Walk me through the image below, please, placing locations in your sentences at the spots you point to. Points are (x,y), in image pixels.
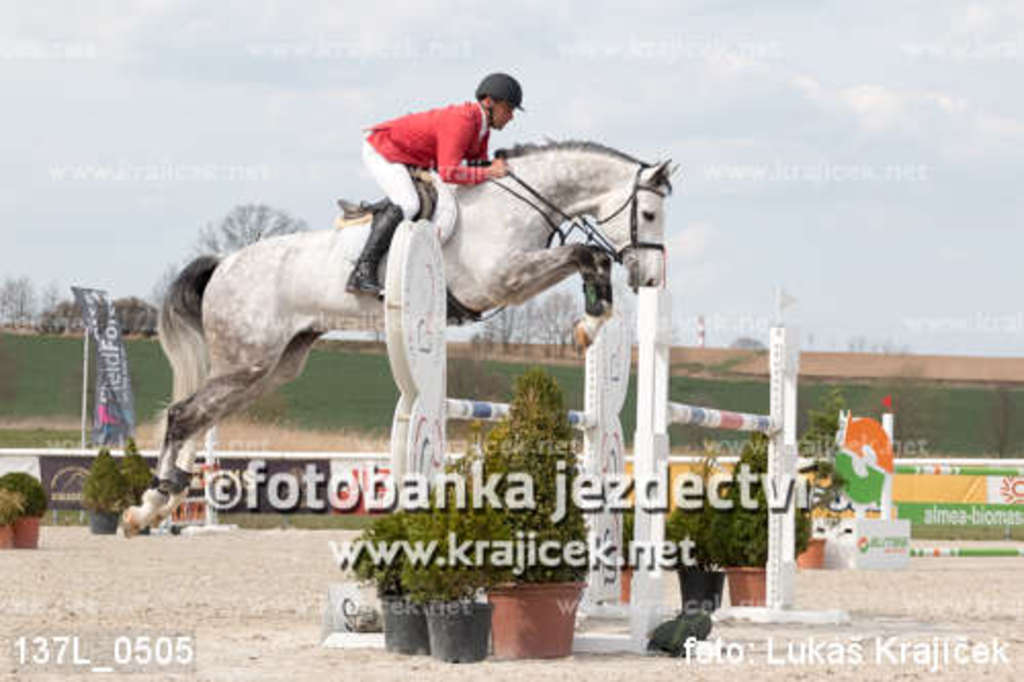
In this image we can see a man (482,180) riding a horse (453,246). We can also see some poles (788,397), signboard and plants (521,574) in the pots (528,613) placed on the ground (270,565). On the backside (908,507) we can see a fence (249,512) with some text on it, grass (328,449), poles (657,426), a group of trees (250,229) and the sky (854,303) which looks cloudy.
